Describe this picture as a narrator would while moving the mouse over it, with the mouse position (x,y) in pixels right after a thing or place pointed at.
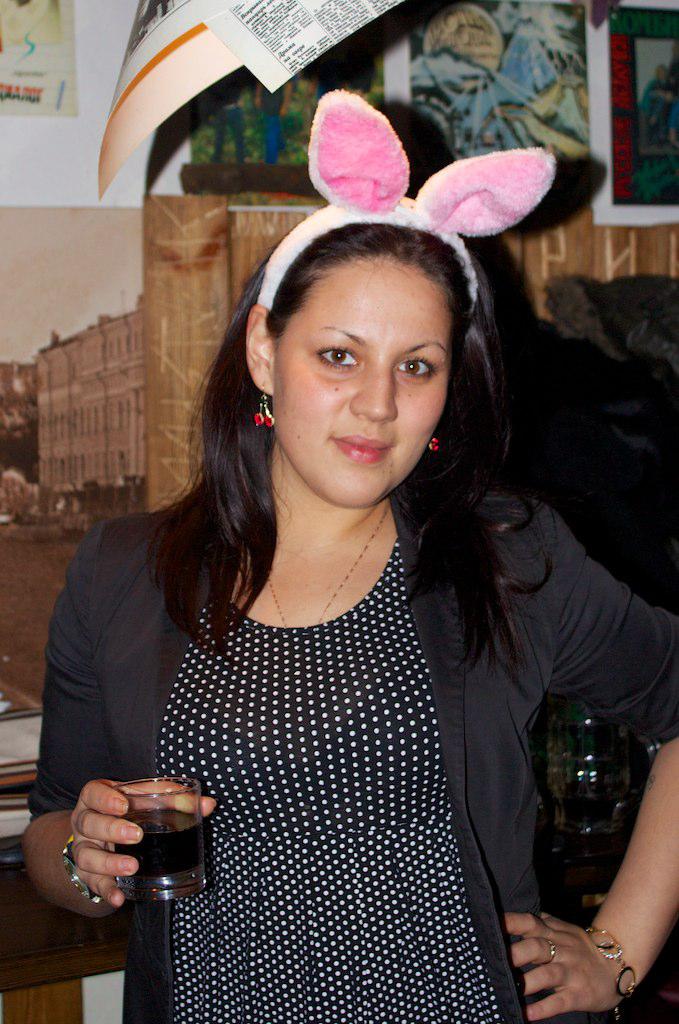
In the center of the image (343,568) we can see one person (357,694) is standing and she is smiling and she is holding a glass (150,785). And we can see she is in a different costume (287,818). In the background (257,171) there is a wall (168,183), posters (374,69), one table (67,926), books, one mini building art (109,495) and a few other objects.
